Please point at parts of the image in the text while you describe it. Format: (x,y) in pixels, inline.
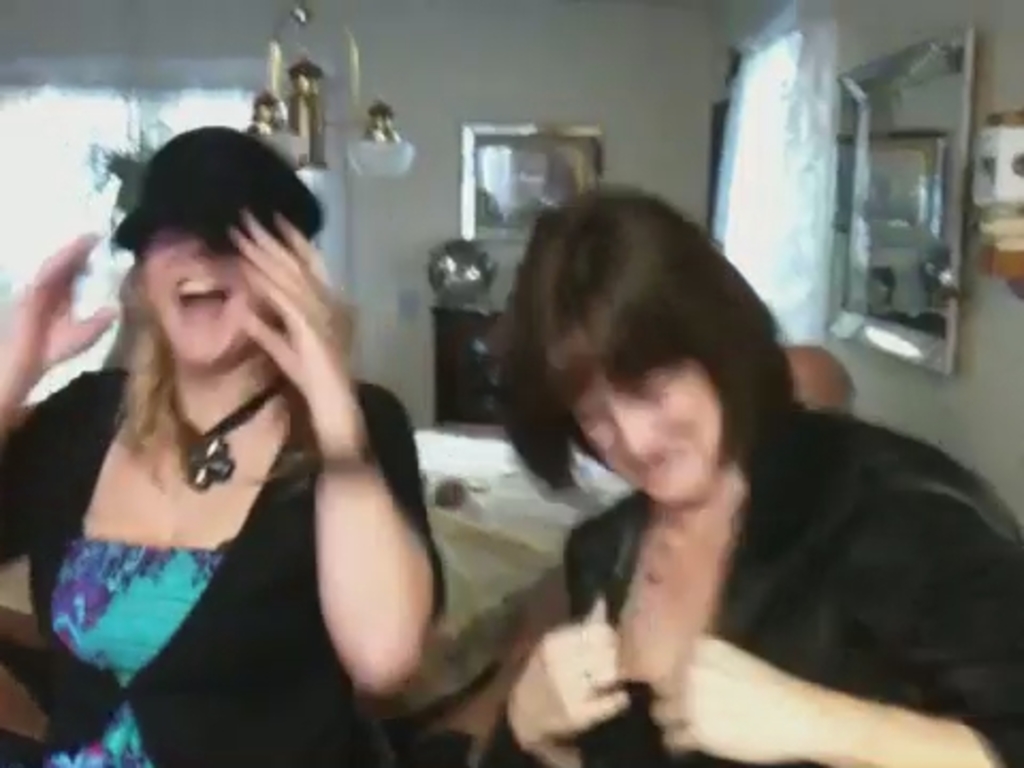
In this picture I can observe two women (341,404). They are wearing black color dresses (241,587) and smiling. In the background (564,195) I can observe photo frame (490,178) on the wall (555,106). This picture is partially blurred.
